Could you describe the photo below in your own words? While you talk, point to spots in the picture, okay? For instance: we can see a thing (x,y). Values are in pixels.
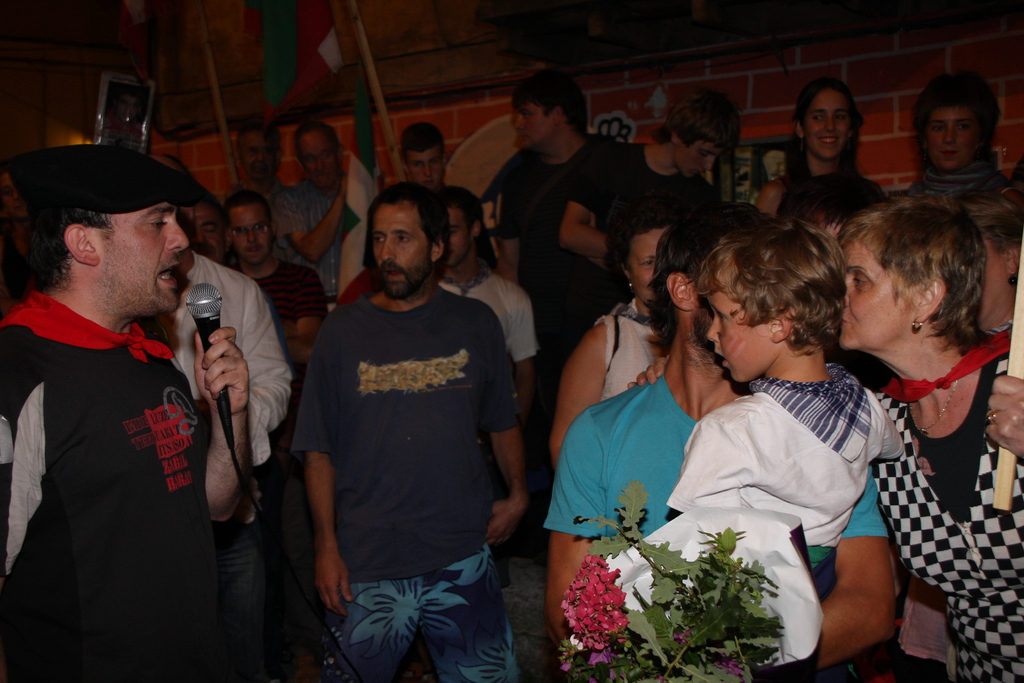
There is a group of people (459,457). On the left side (233,365) we have a black color shirt person (161,414). His holding a mic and his talking. Everyone listening to him. We can see in the background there is a wall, flag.
